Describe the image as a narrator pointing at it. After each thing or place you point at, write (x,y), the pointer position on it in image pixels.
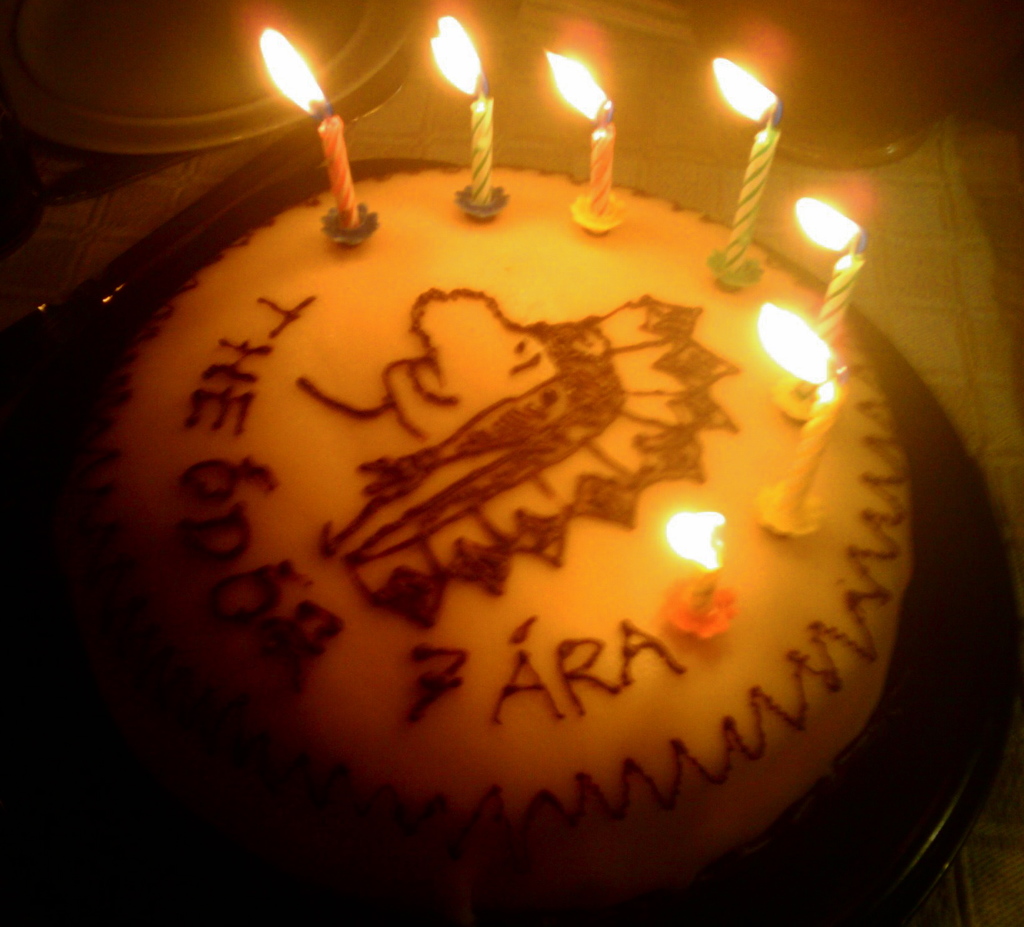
In this image there is a cake (481,414), there are candles (339,167), there is a table (427,123), there are objects (362,64) truncated towards the top of the image (876,65).
